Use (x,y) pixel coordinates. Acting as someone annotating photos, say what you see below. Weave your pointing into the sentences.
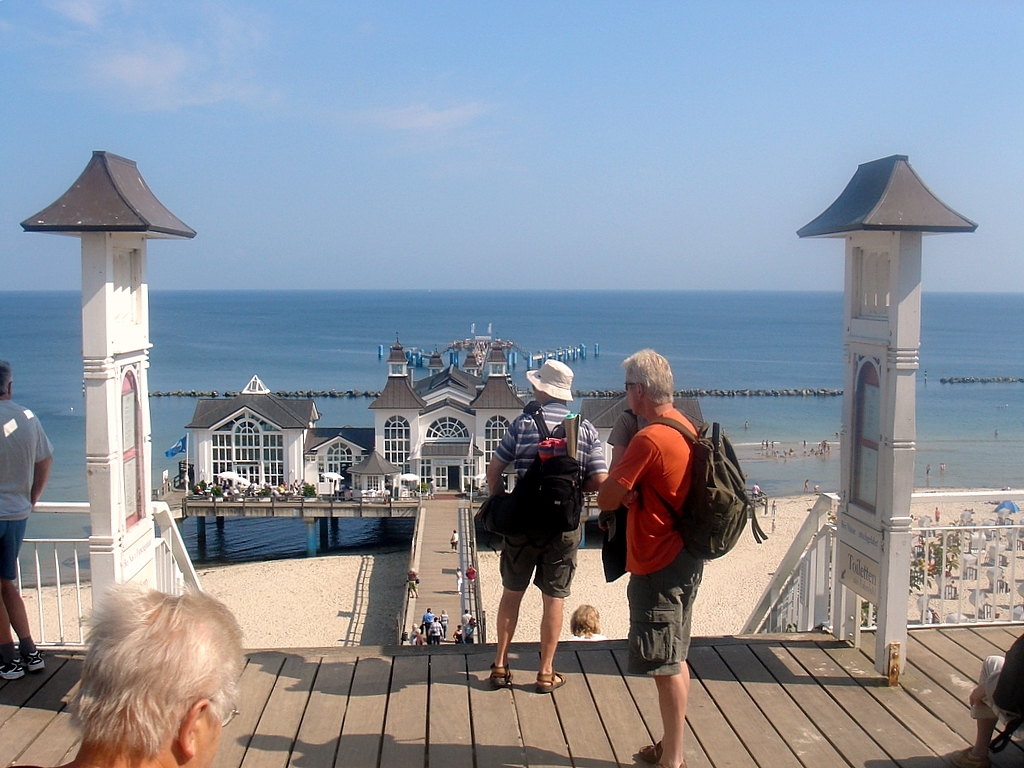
There are two people (652,492) standing here. Both are wearing bags (712,494) on their shoulders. They are wearing a T shirts (665,471) and shorts (532,558). One guy (522,548) is wearing a hat (549,382) on his head (543,396). There are two pillars (104,467) besides these two people (560,396). There is building (427,451) in the water (372,416) which connected with a path (449,560) from the land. Behind the building (431,428) there is a ocean (436,340). In the background (433,239) we can observe sky (371,132) and clouds (163,82). There is another man (13,467) standing beside the left pillar (92,475).
